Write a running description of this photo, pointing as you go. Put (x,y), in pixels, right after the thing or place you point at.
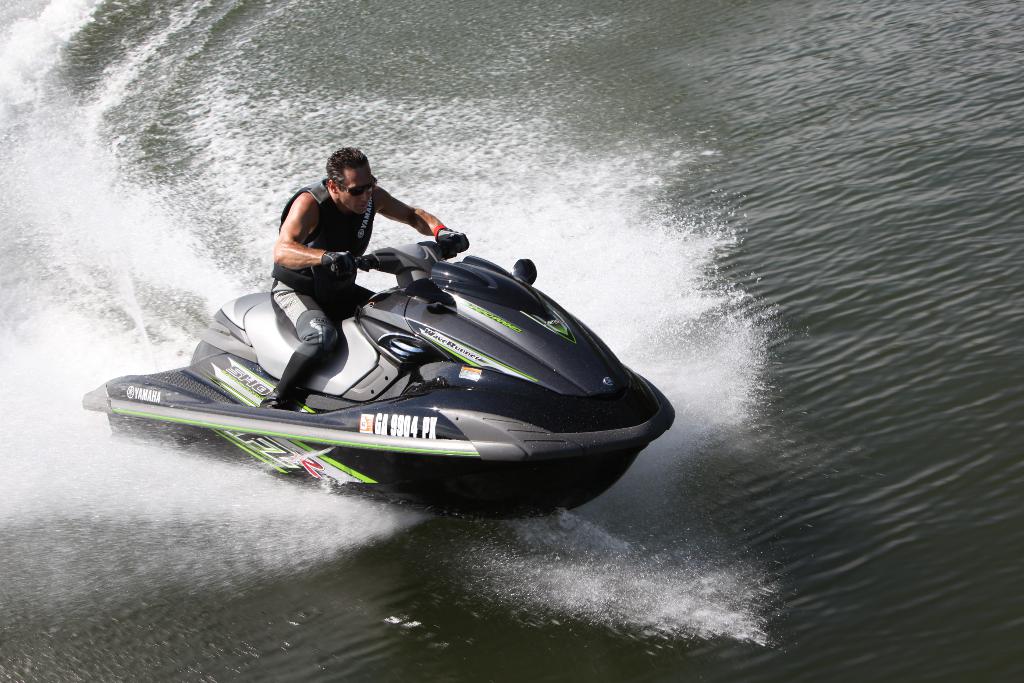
In the picture I can see a man (330,318) is sitting on a motor boat (345,383). The motor boat (374,380) is on the water (20,432).
